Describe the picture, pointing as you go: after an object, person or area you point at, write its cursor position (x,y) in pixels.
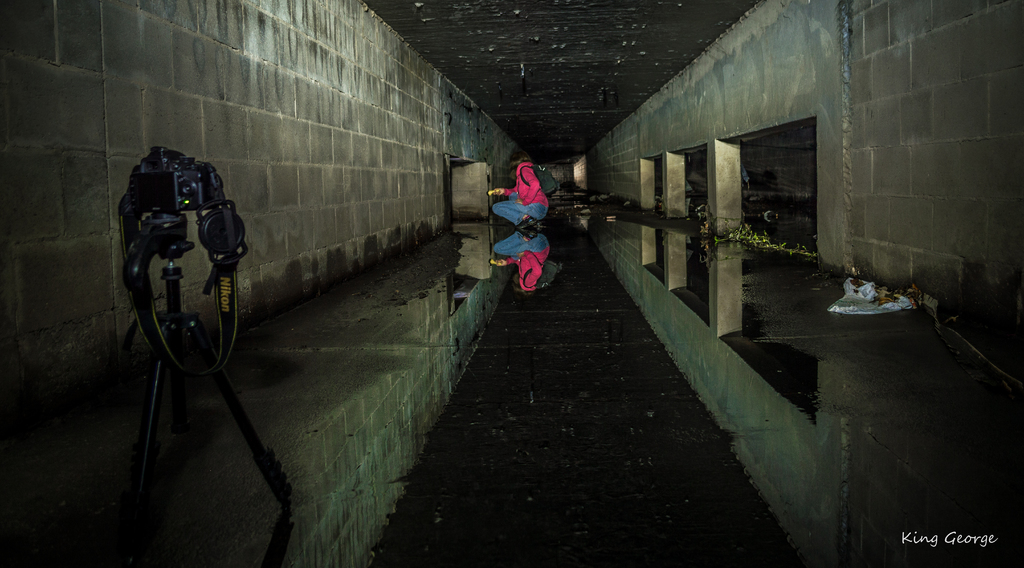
In the picture I can see a camera (236,254) fixed to the tripod stand (279,464) is on the left side of the image (131,520). Here we can see the stone (232,154) on the either side of the image and a person (513,206) wearing pink jacket (527,181) and carrying a backpack (551,183) is in the squat position and the background of the image (565,188) is dark.
